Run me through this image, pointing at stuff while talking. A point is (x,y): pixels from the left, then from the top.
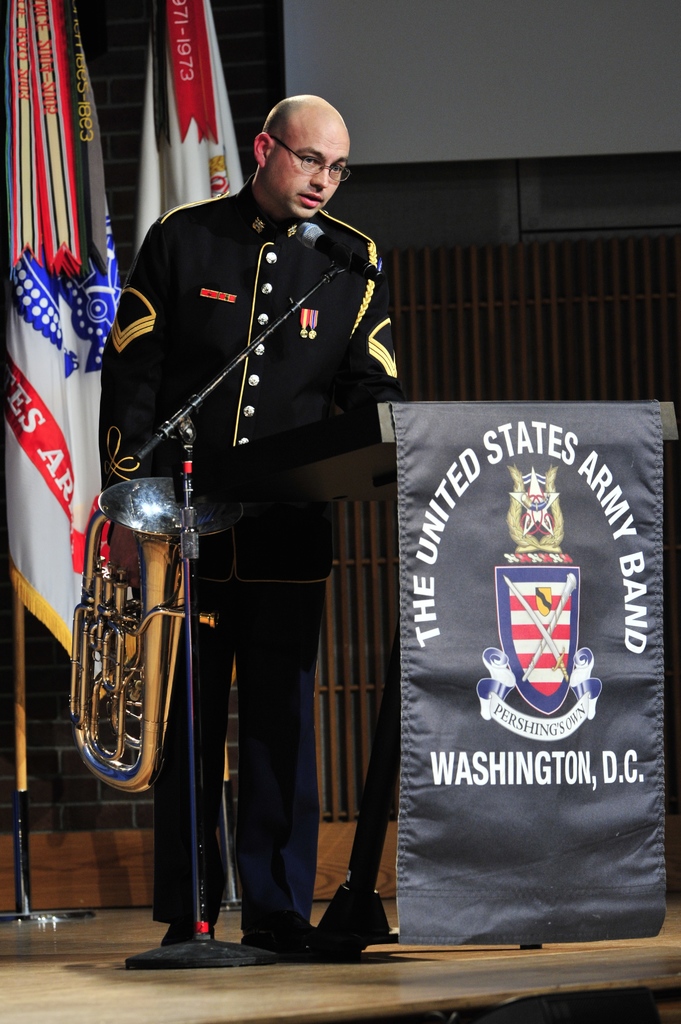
In this picture we can see a man (223,428), he is holding a musical instrument (178,586), in front of him we can see a microphone (264,339), behind him we can see few flags (41,144) and a hoarding (480,566).
